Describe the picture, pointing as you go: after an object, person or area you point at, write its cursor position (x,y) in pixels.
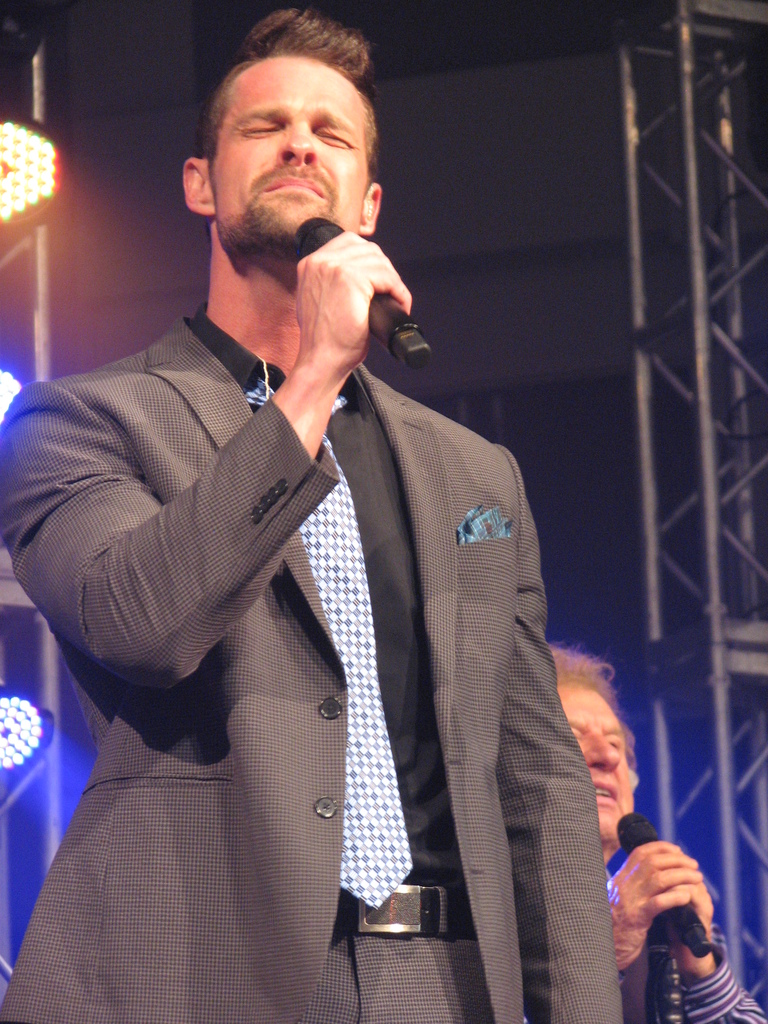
In this image the man (269,537) is standing and holding a mic (383,308).
